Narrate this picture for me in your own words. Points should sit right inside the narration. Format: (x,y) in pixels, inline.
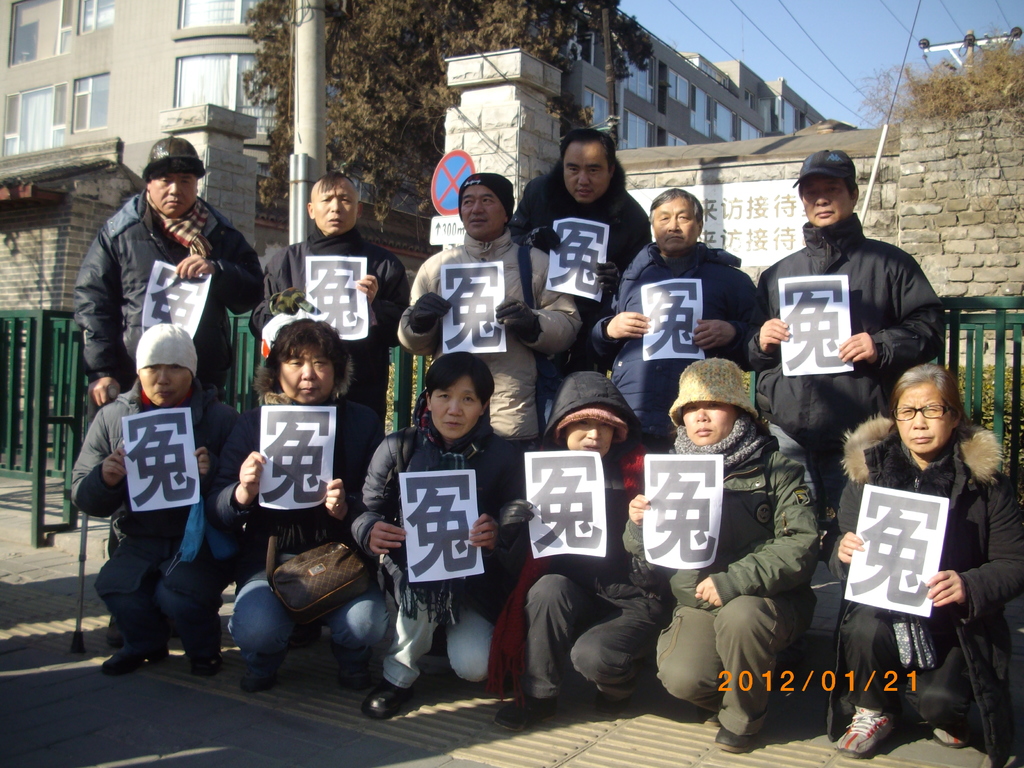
In this image we can see these persons (244,431) in the squat position and these persons (779,361) are standing by wearing sweaters (482,494) are holding papers (870,523) on which we can see some text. Here we can see the fence (26,349), boards (449,177), pole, brick wall (1015,171), building (107,167), trees (337,127), current pole (976,41), wires (838,102) and the sky (667,37) in the background (827,31). Here we can see the watermark (751,681) on the bottom right side of the image (783,684).
